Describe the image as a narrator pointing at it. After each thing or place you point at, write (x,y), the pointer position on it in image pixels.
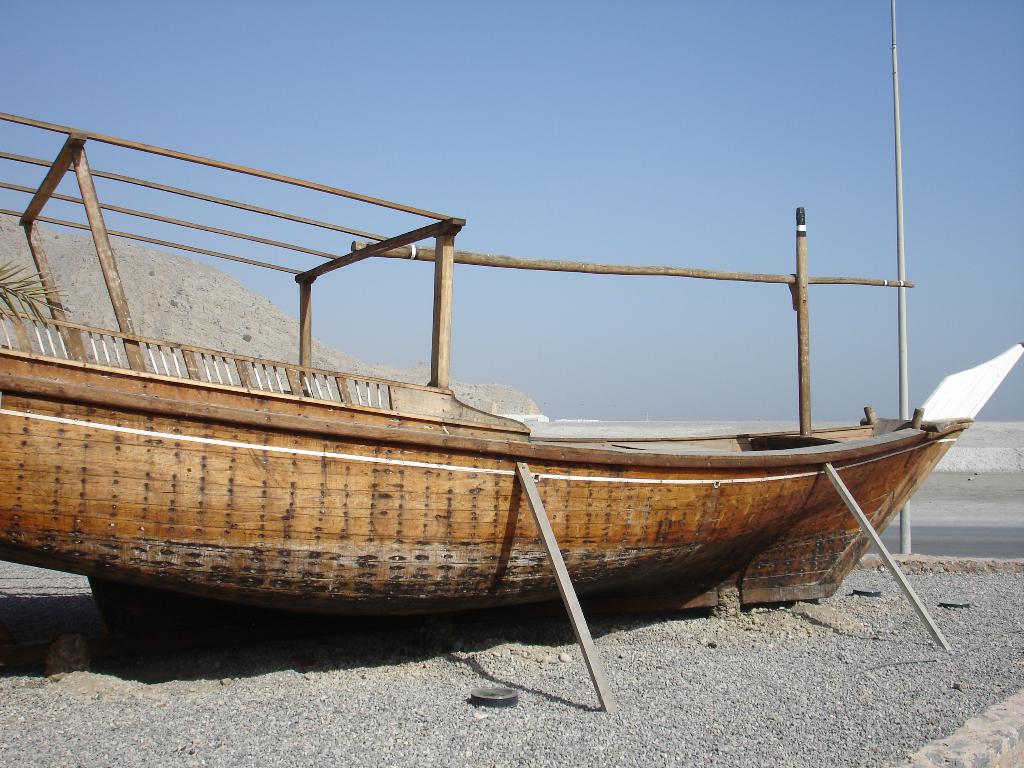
In the foreground of this picture (550,531), there is a boat (420,531) on the ground (874,700). In the background (872,223), there is a pole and a leaf (14,305) of a tree (27,291) or a plant (25,293) on the left side of the image (41,288) and the sky (582,78).
